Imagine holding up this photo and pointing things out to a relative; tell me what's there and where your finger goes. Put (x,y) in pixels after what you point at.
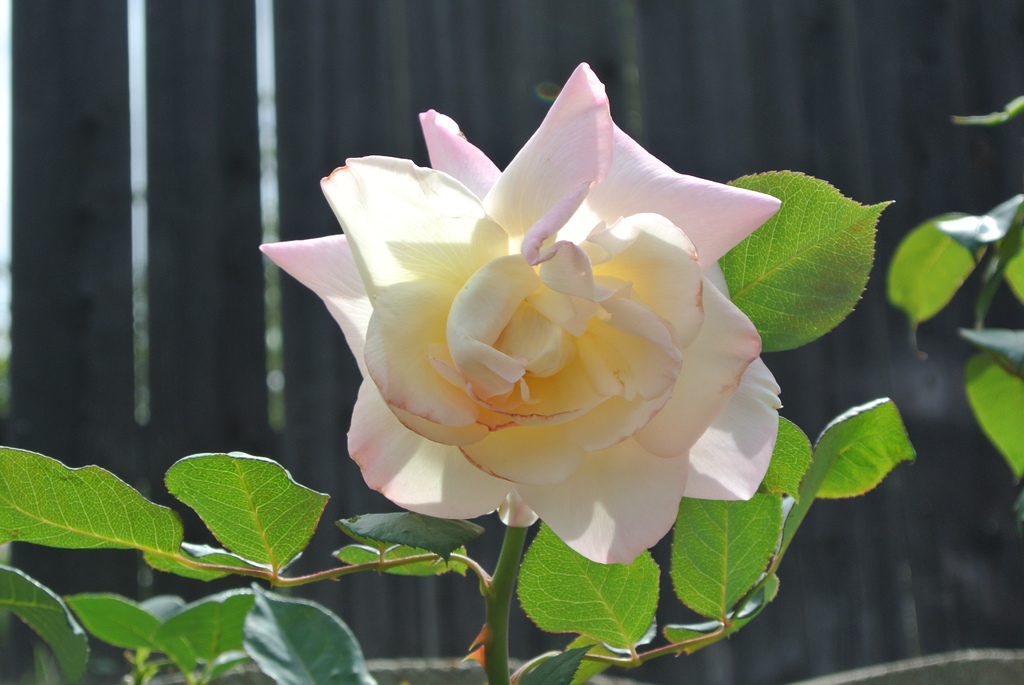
In this picture we can see a plant (456,527) with a flower (514,351). Behind the flower (512,300), there is a blurred object (883,564).
